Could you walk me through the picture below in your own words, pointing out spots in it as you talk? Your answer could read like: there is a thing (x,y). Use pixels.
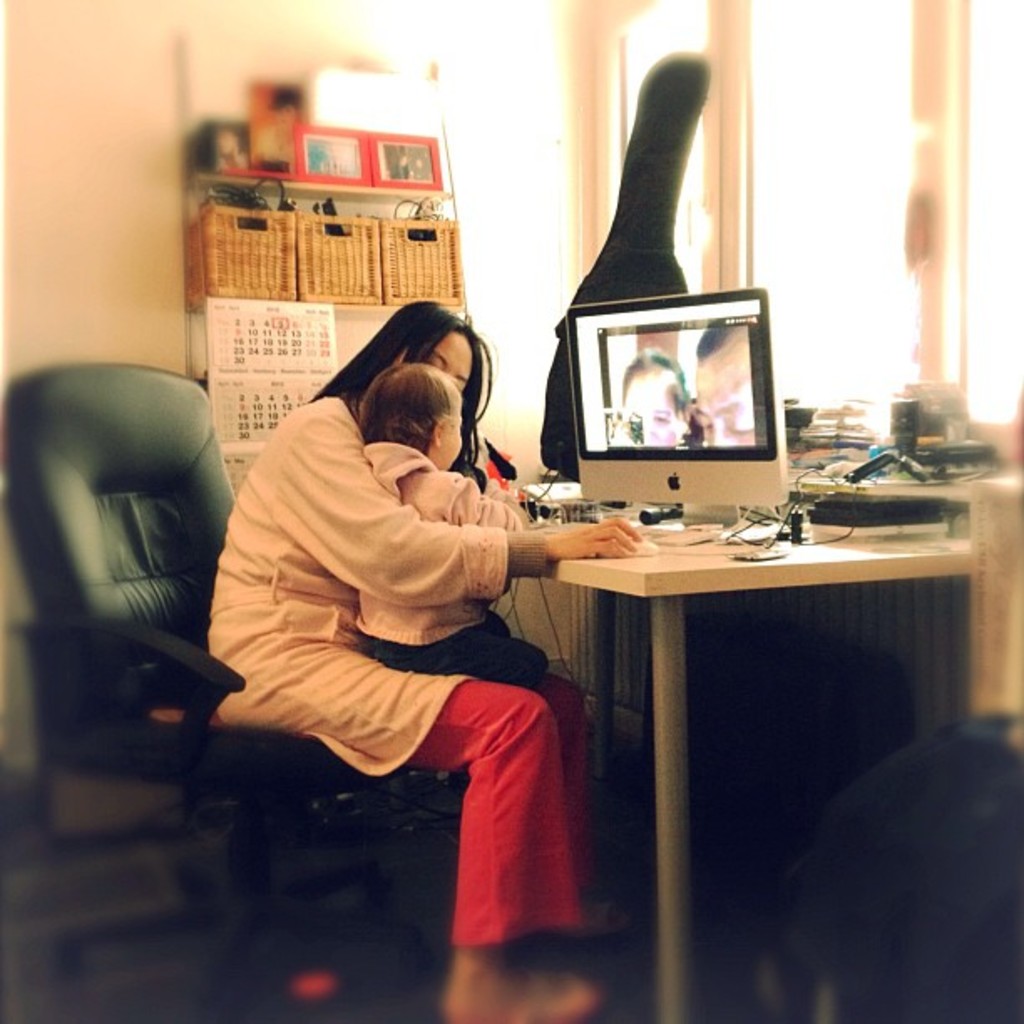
This image consist of a woman (460,959) sitting in a chair (168,530) and holding a baby (447,490). In front, there is a table (676,605) on which a computer (652,407) and books (824,492) are kept. To the right (903,198), there is a window (851,222). In the left (112,225), there is a wall (171,270) to which a rack (296,201) is fixed.
